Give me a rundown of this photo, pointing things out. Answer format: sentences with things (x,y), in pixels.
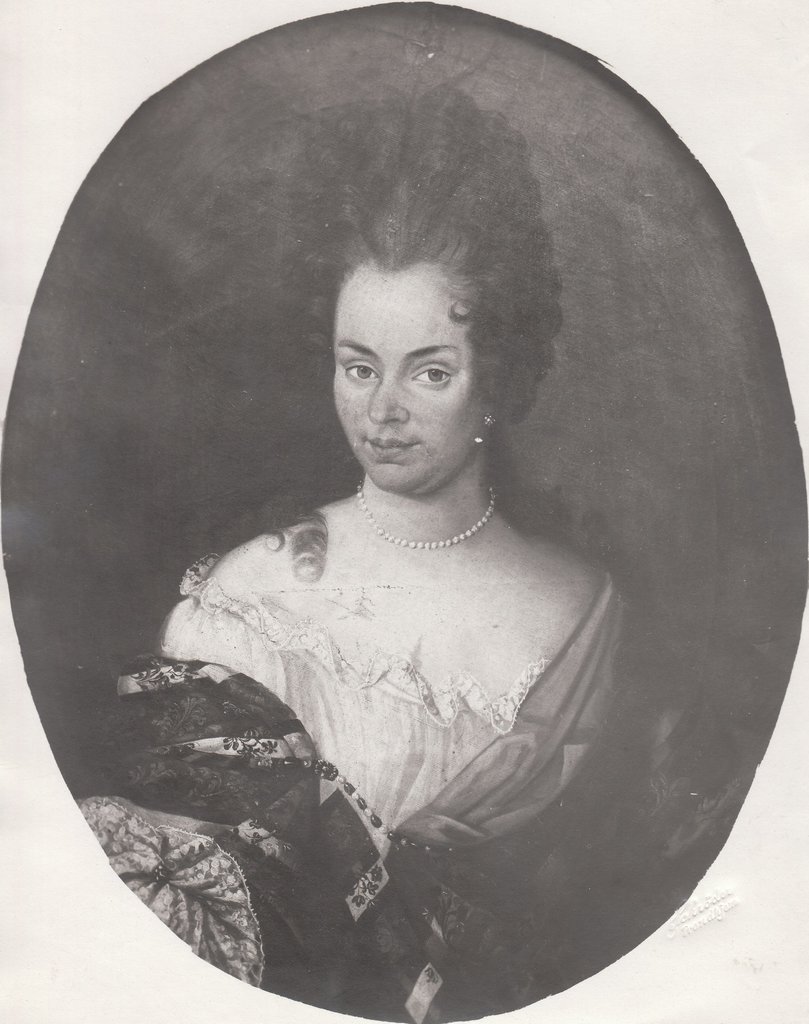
In this image there is a picture of one women (287,704) is standing as we can see in middle of this image (396,468).
